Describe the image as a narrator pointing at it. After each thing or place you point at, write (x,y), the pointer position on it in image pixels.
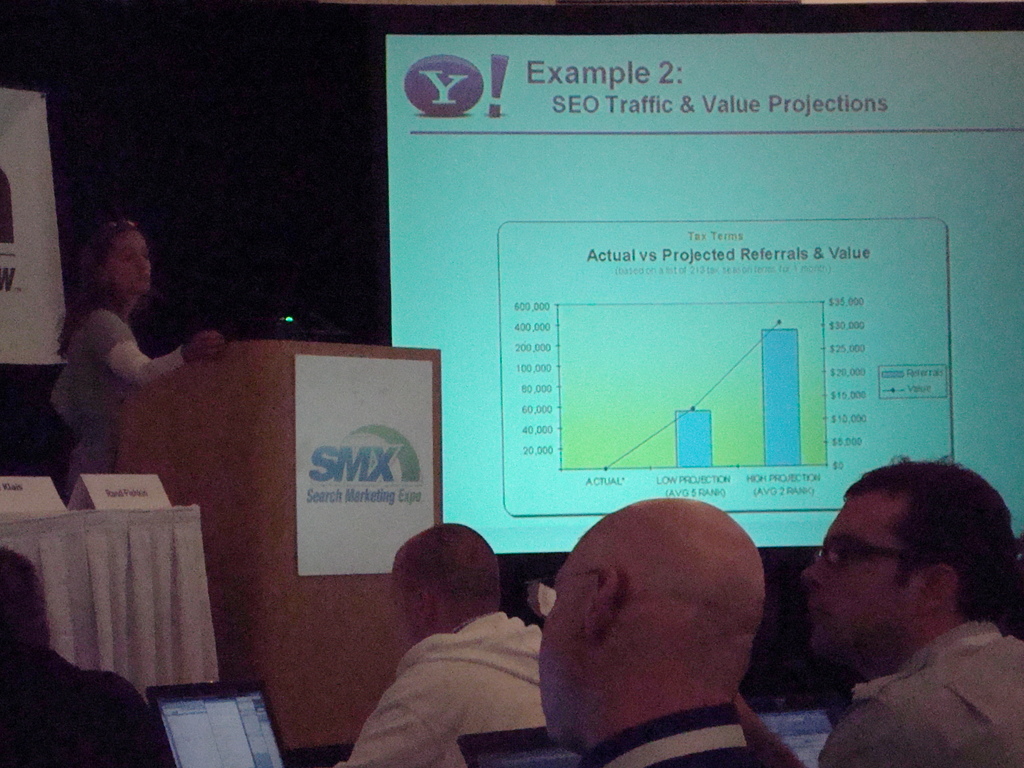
In this image there are few people (589,661), in front of them there are laptops (173,756) and there is a girl (110,387) standing on the dais (124,462), beside her there is a table (21,521) with two name plates (97,491) on it. On the right side of the image (938,95) there is a screen (690,276). The background (326,208) is dark.
